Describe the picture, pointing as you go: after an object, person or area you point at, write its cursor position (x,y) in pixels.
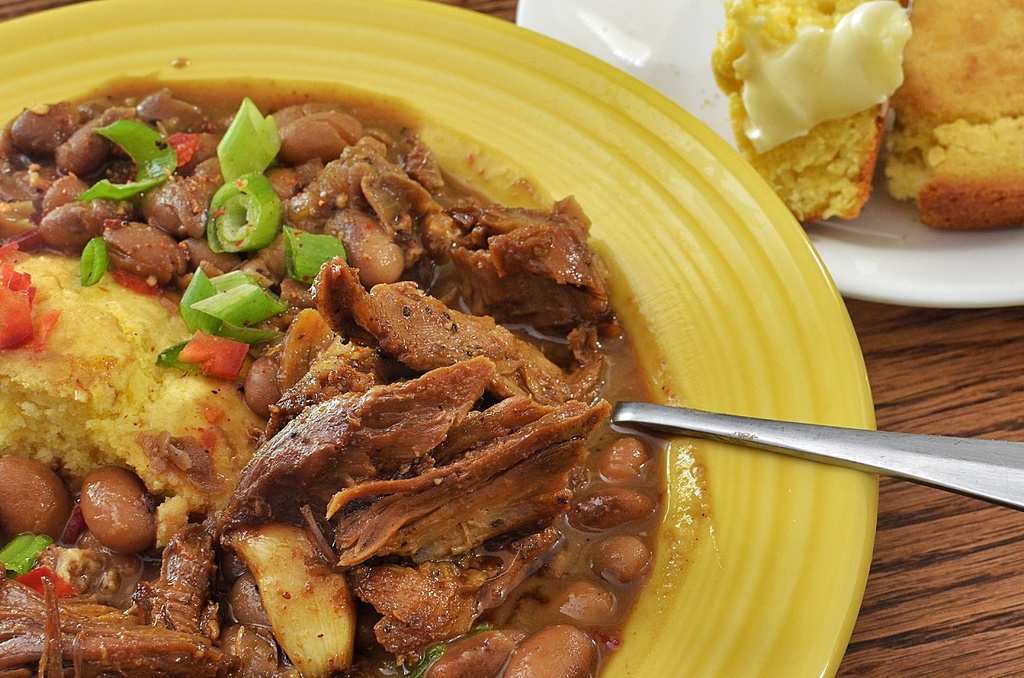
In this image, we can see plates (712,307) contains some food (586,257). There is a spoon (768,424) on the right side of the image (992,472).
